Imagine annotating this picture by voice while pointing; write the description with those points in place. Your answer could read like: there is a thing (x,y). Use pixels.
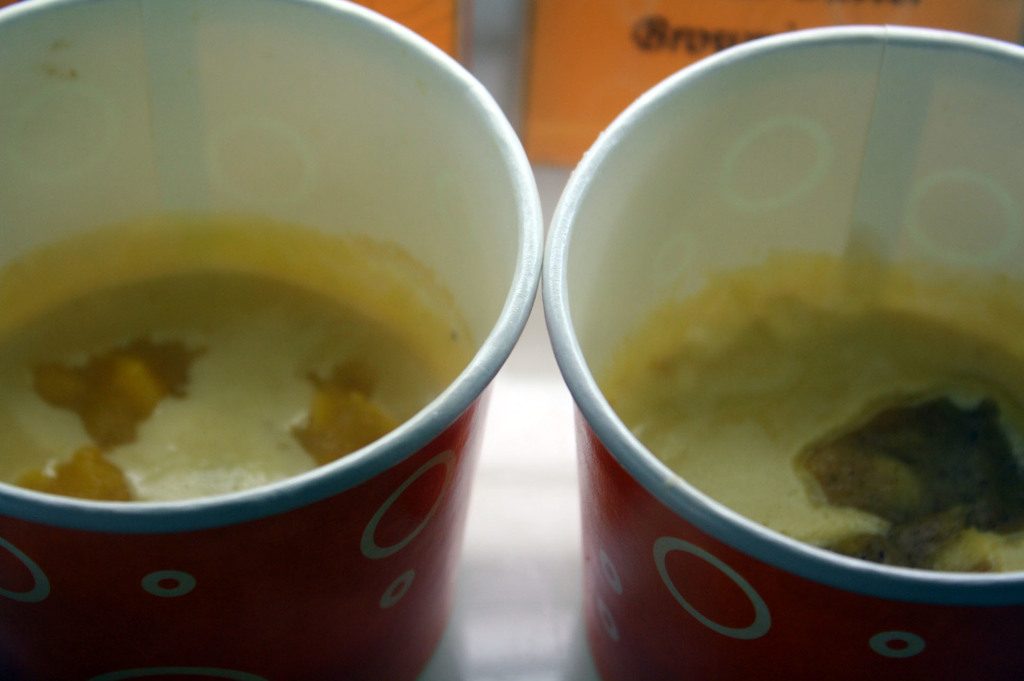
In this image we can see some juice (845,500) in the red color cups (211,565). Behind orange color thing (600,63) is present.
